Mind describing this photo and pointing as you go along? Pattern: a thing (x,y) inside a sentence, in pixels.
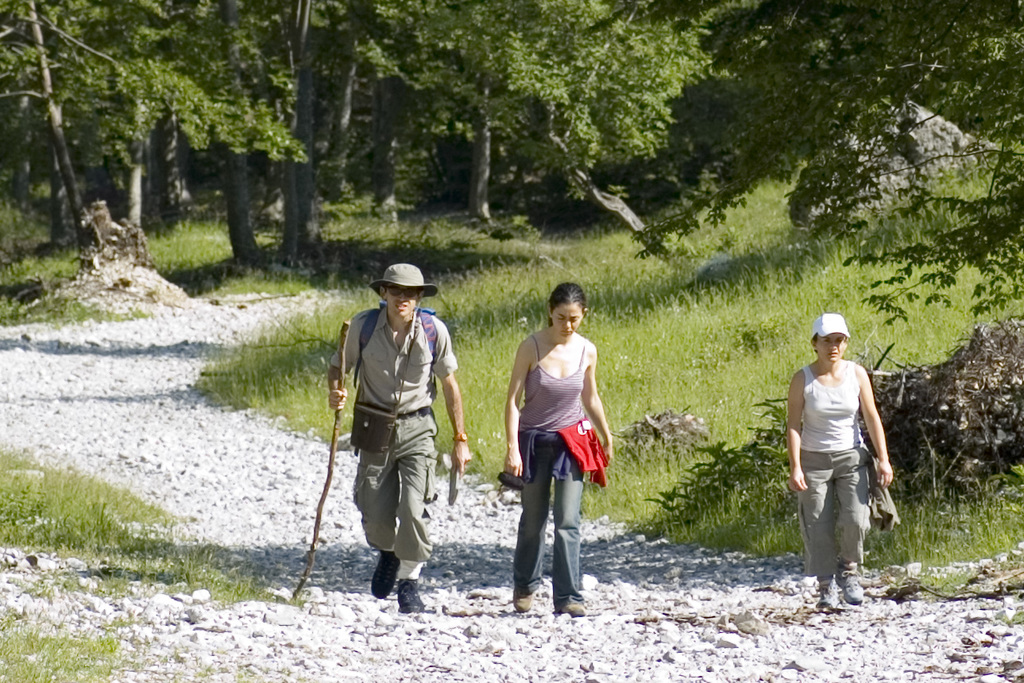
In the center (523,358) we can see two persons (559,407) were walking and the man (402,388) he is wearing hat (402,268) and he is holding stick (342,386) in his hand (337,399). On the right side (847,426) the lady (841,446) she is also walking and she is holding one bag (875,493). And coming to the background (510,53) they were some trees (657,91) and grass (654,267).
